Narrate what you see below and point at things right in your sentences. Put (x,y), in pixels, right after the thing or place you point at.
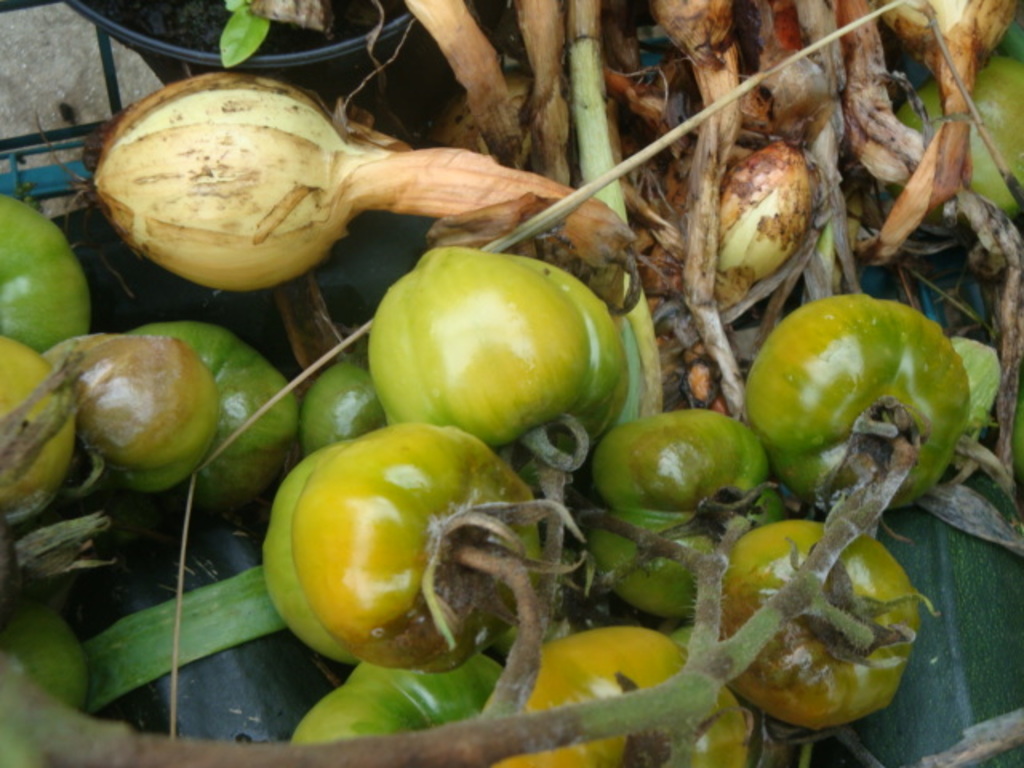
There are tomatoes (797,363) and other vegetables (418,159).
